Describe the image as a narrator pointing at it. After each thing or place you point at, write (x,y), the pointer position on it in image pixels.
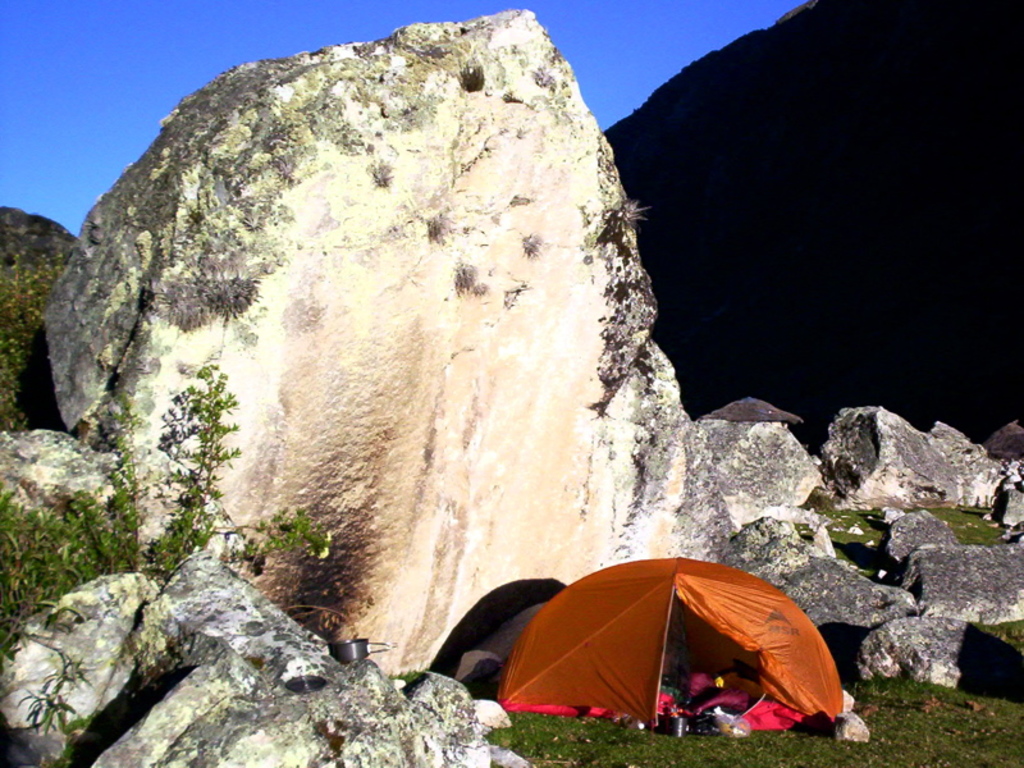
There is an orange color tent (754,612) on the grass (732,748) on the ground (785,752), in which, there are some objects (707,711), near rocks (331,471). In the background (905,41), there is hill (925,62) and there is blue sky (52,57).
